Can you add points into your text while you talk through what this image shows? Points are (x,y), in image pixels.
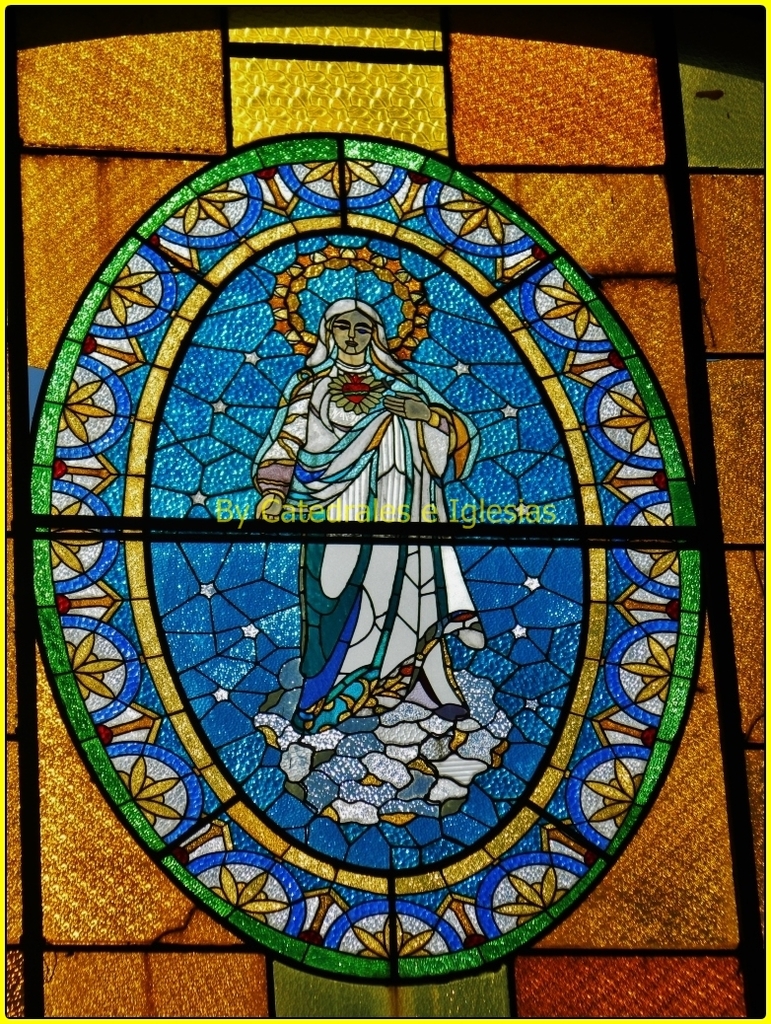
In the foreground of this image (594,541), there is glass painting (328,273) on a window like object (409,122).
